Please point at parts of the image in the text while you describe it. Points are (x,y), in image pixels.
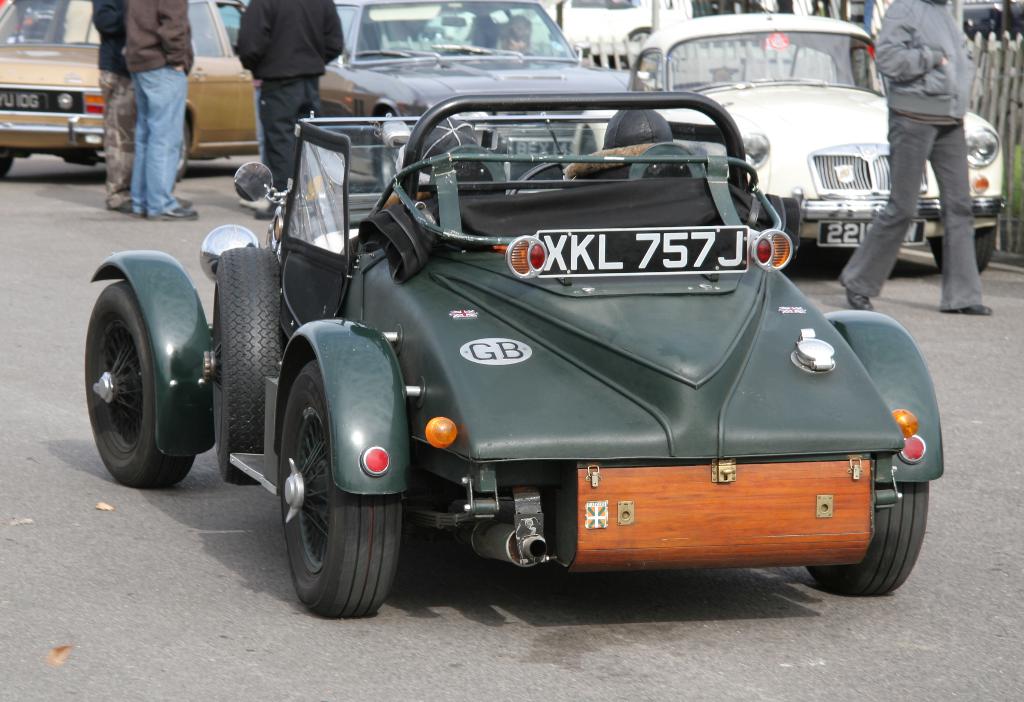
In this image, we can see a vehicle (519,403) is parked on the road (537,688). Here we can see number plate (719,251), glass object (332,222), side mirror (261,169) and tyres (144,365). Top of the image (784,104), we can see few vehicles (832,122), people (147,122), wooden fencing (1008,102). On the right side of the image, we can see a person (911,183) is walking on the road (916,320).
